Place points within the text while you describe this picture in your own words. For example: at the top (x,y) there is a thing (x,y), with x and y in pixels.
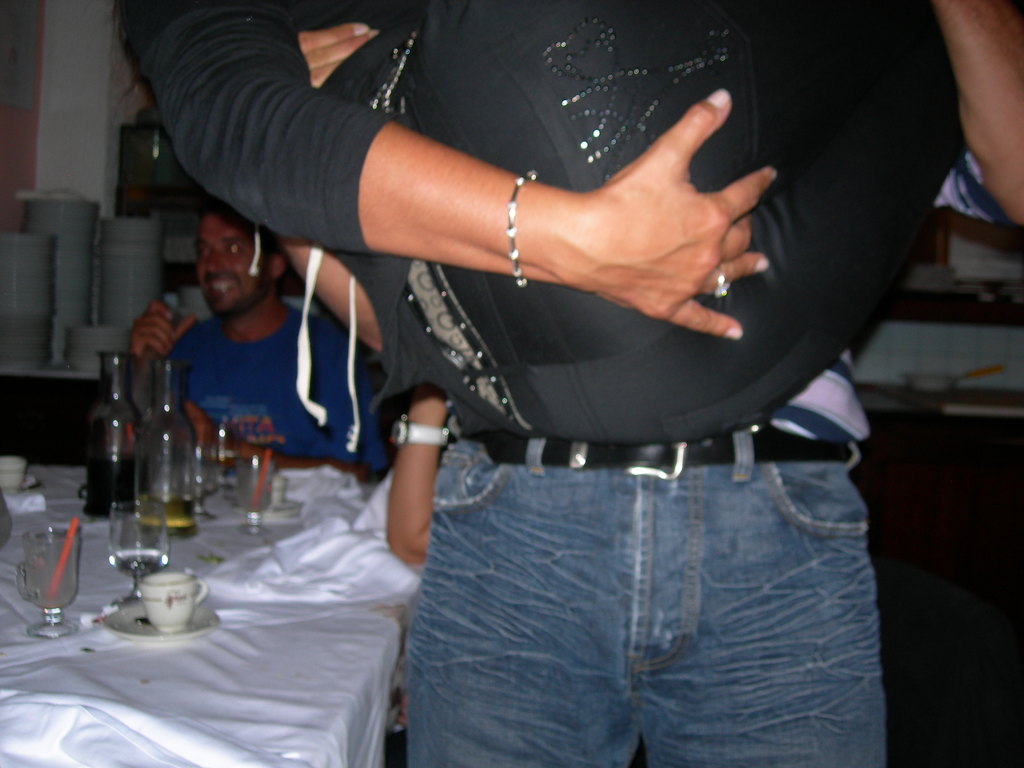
In the image we can see there is a person (641,343) who is standing and on the table (275,598) there are wine glasses (111,547) and wine bottle (189,442).
